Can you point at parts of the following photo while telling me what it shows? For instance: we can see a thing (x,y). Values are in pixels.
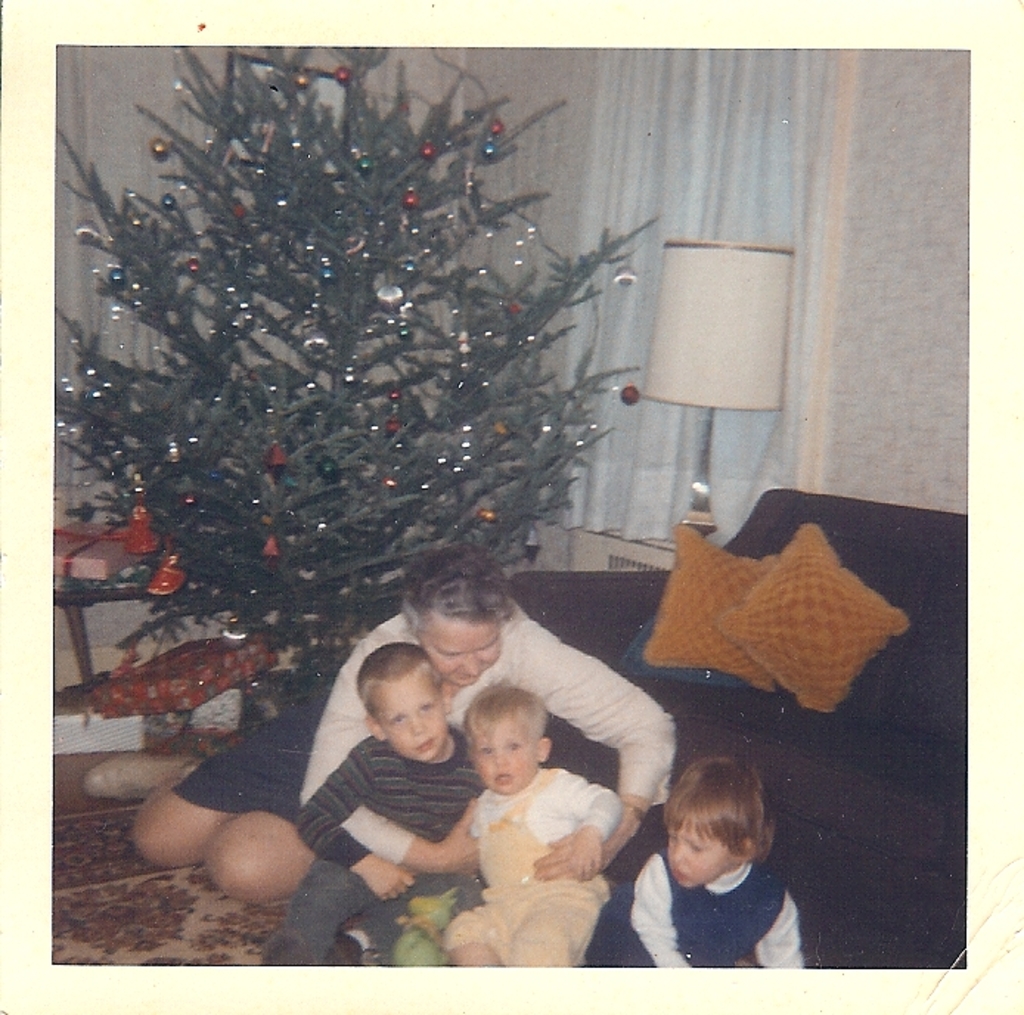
In this image we can see a photocopy (543,635) in which there is a woman (484,601). There are three kids (493,854). There is a sofa (834,519). There is a Christmas tree (395,565). There is a wall (861,260), lamp (779,303), curtain (657,210). At the bottom of the image (146,925) there is a carpet (112,898).
